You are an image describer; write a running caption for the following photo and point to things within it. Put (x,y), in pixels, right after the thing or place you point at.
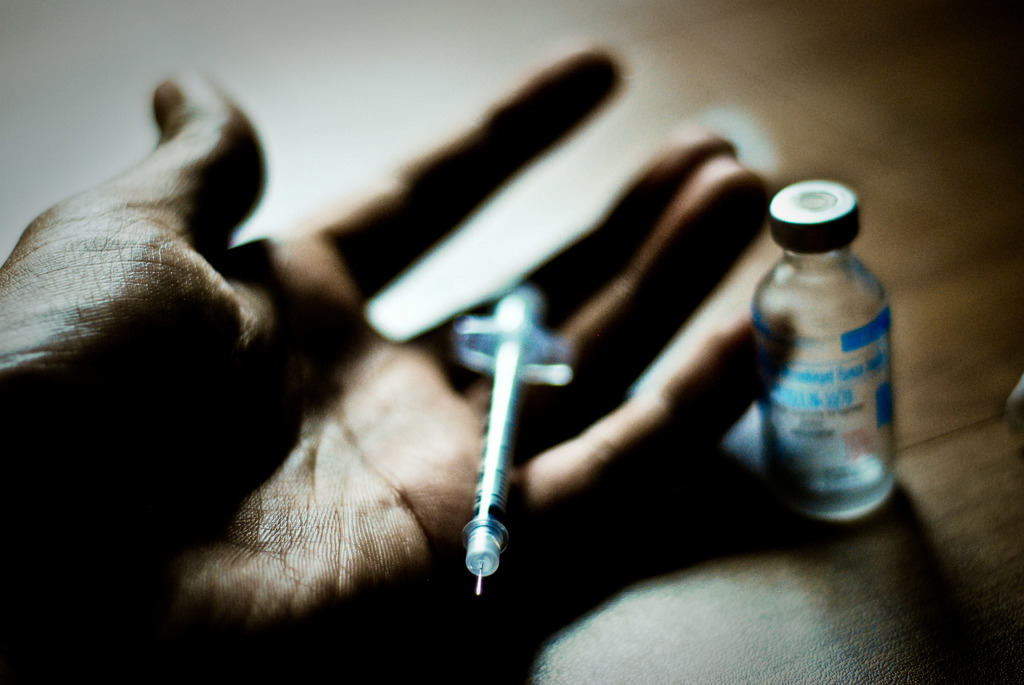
In this picture we can see a injection (478,562) in hand (284,443) and there is a bottle (822,353).
